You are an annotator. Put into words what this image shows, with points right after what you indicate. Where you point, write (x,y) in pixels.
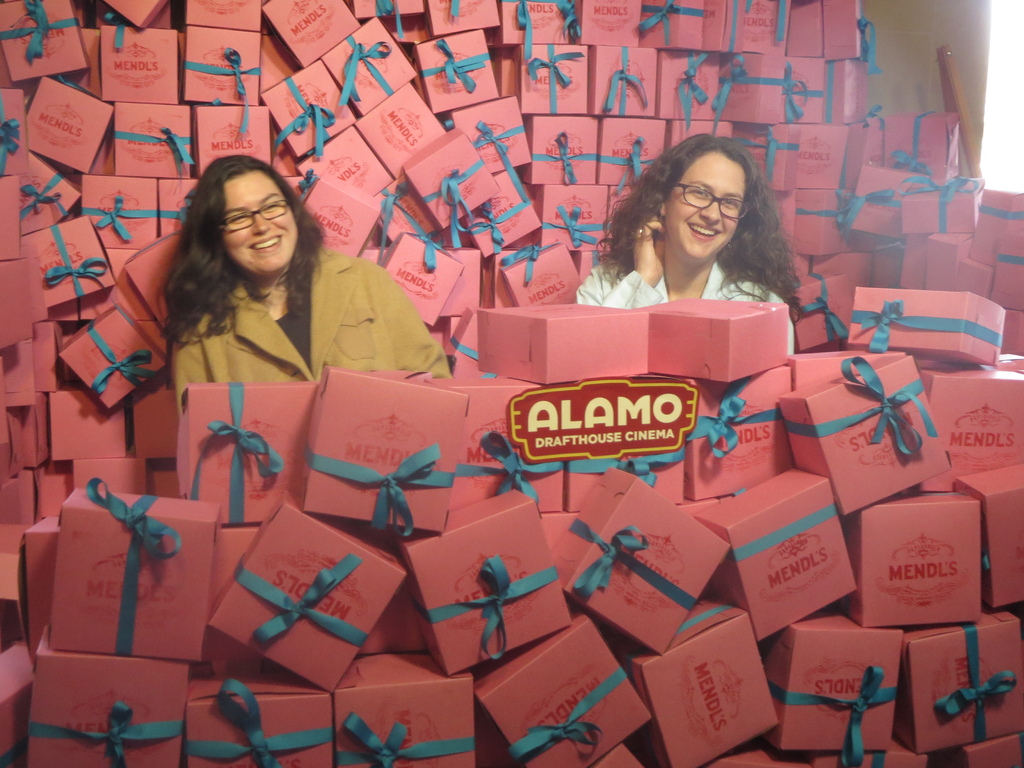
As we can see in the image there are two women (622,219) and pink color boxes (118,418). The woman (719,208) over here is wearing white color dress (734,284) and the woman (288,272) on the left side (305,309) is wearing brown color dress (350,328). A ribbon (333,632) is tied to boxes (287,502).
